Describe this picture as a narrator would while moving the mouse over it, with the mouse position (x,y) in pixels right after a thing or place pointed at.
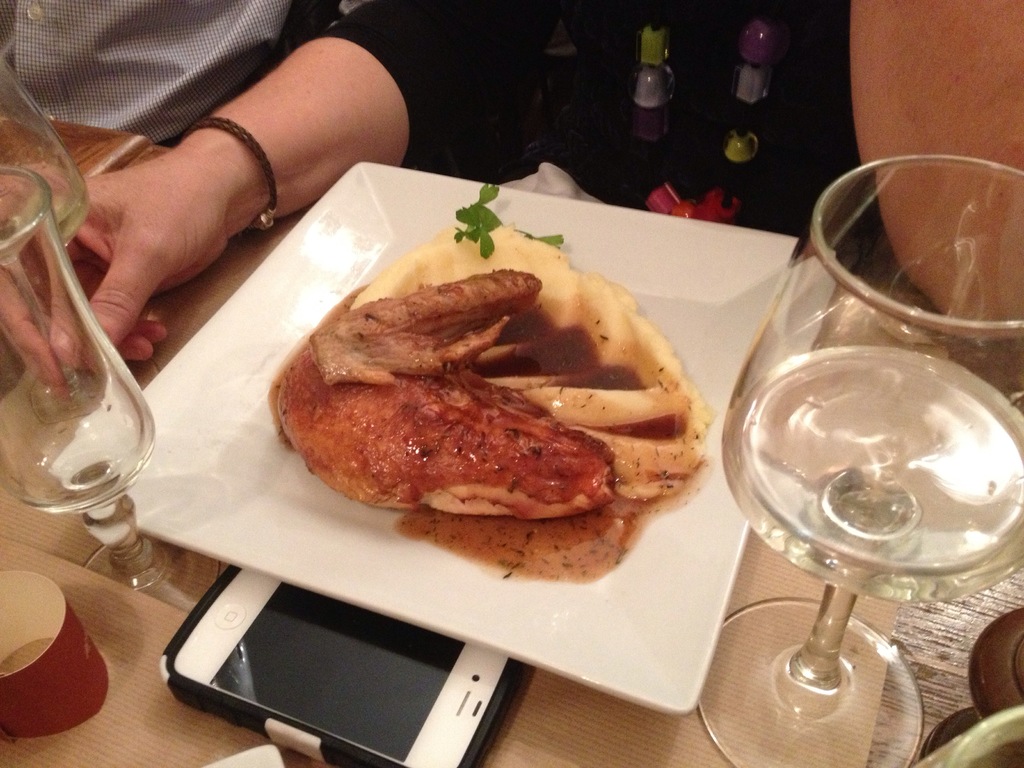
In this image, we can see a food item (479,408) in the plate (608,597), glasses (851,663), mobile (231,704) which are on the table (927,693) and in the background (218,186), we can see people (493,96) and one of them is holding a glass (69,314).
